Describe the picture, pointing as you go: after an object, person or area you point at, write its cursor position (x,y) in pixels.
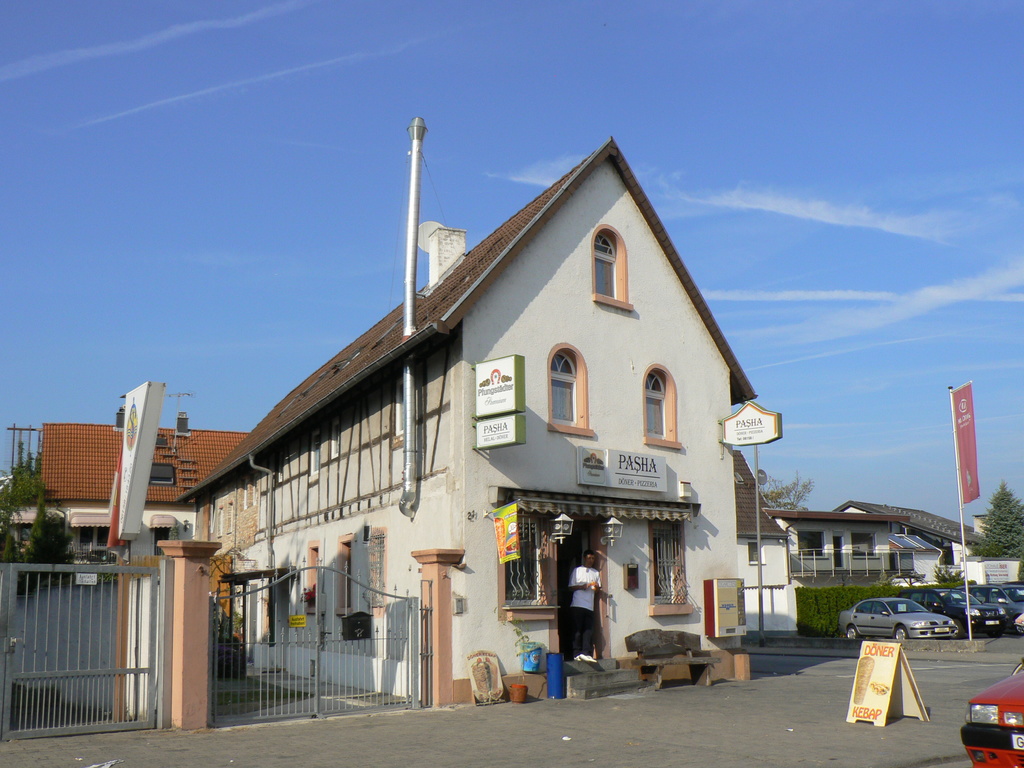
In this image we can see a house (445,300) with roof (440,292), pole (410,255), pipes (410,255), windows (577,426) and a gate (368,601). A person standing near the door (566,595). On the right side (877,713) we can see a board (857,694), buildings (865,563), trees (944,569), flag (960,446) to a pole (952,416) and some cars (984,612) parked aside. On the left side (125,656) we can see a house (138,550) with gate (99,680) and trees (33,557), and the sky (275,308) which looks cloudy.
